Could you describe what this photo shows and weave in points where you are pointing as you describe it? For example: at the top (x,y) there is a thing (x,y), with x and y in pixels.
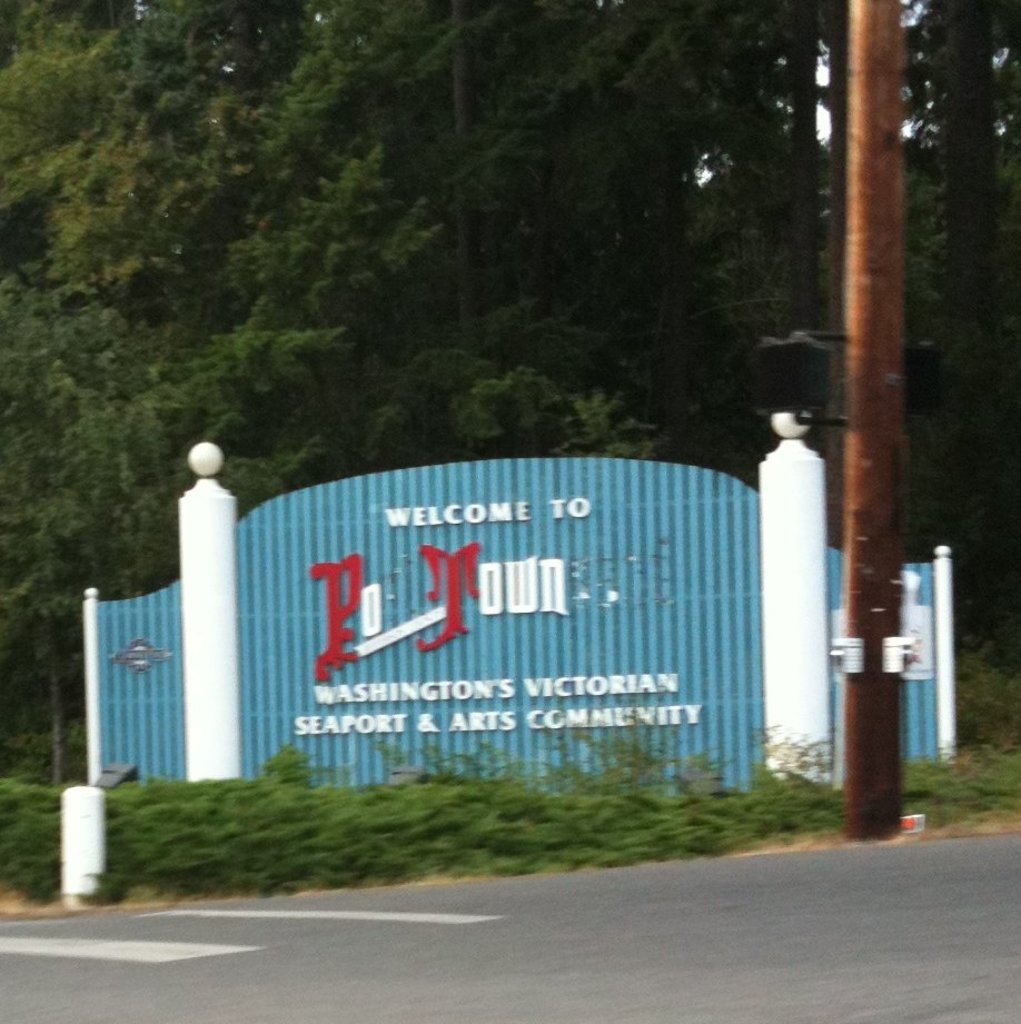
To the bottom of the image (741,936) there is a road (574,977). Behind the road (464,920) there is grass (405,793). Behind the grass (525,805) there are two white pillars (221,689) with blue gate (388,570) and a name (436,645) on it. In the background (327,357) there are trees (371,253) and to the right side of the image (862,104) there is a pole (884,207).
